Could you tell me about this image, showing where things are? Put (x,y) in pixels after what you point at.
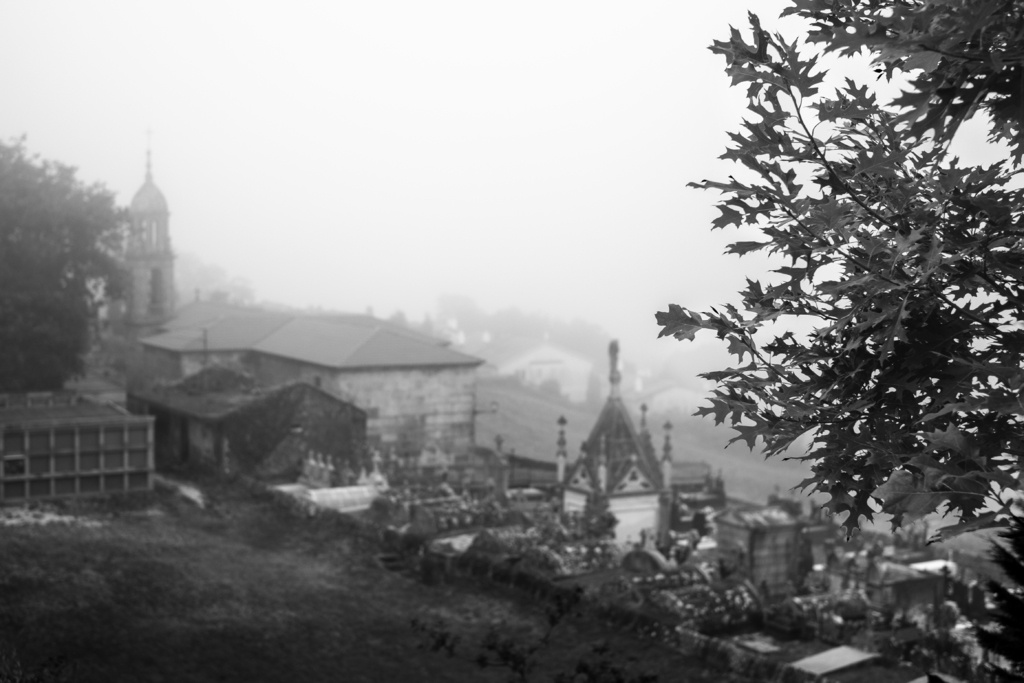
In this image there is the sky (551,158) towards the top of the image (423,98), there are buildings (436,431), there is a tree (830,287) towards the right of the image (889,215), there is a tree (110,246) towards the left of the image (15,188), there is grass (246,637) towards the bottom of the image (268,633).
